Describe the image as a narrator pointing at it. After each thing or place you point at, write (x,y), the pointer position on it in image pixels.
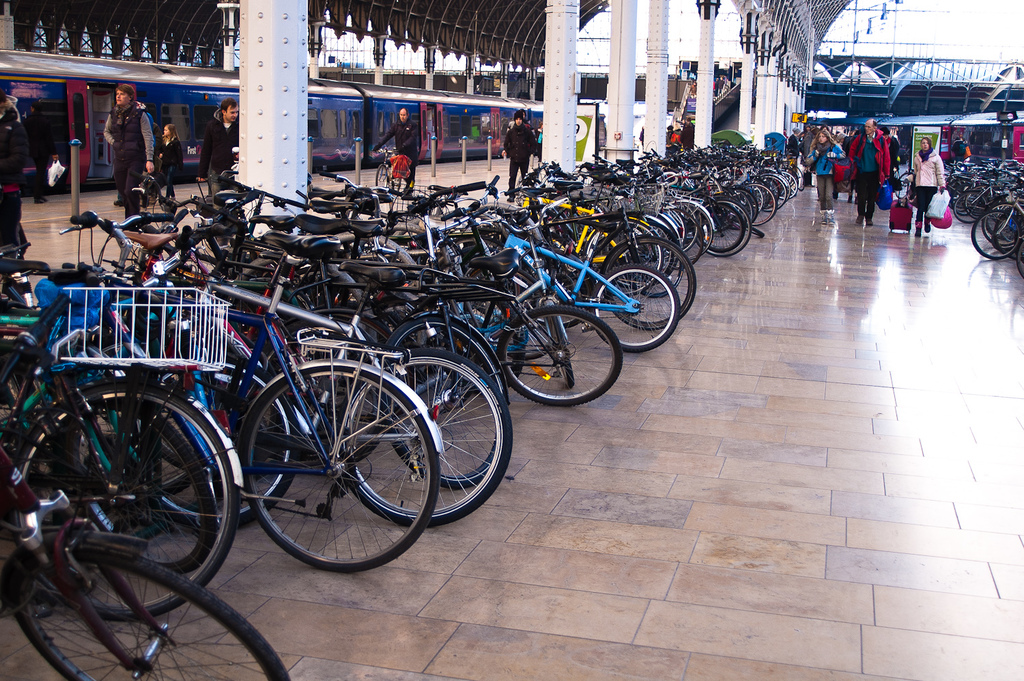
In this image I can see many bicycles (399,279) on the floor (667,373) and there are many people (826,149) wearing bags (844,155) and walking. Here I can see few pillars (306,124). On the left side (62,95) there is a train (146,95). In the background (999,84) there is a bridge (956,82).
